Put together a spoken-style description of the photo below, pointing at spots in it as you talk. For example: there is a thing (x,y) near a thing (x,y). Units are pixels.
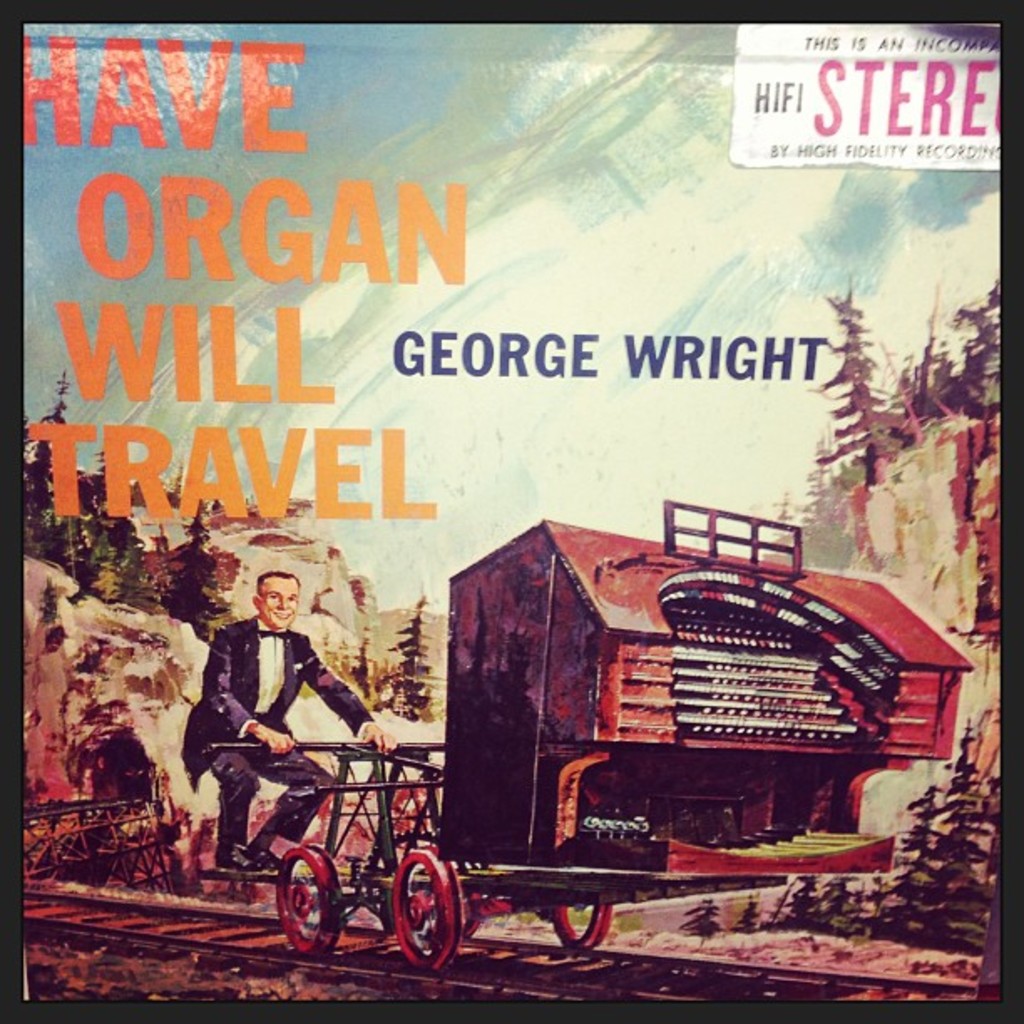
It looks like a cover page of a book there is a man (288,824) riding a vehicle (394,784) on the railway track (335,944) and around him there are plenty of hills (961,536).
